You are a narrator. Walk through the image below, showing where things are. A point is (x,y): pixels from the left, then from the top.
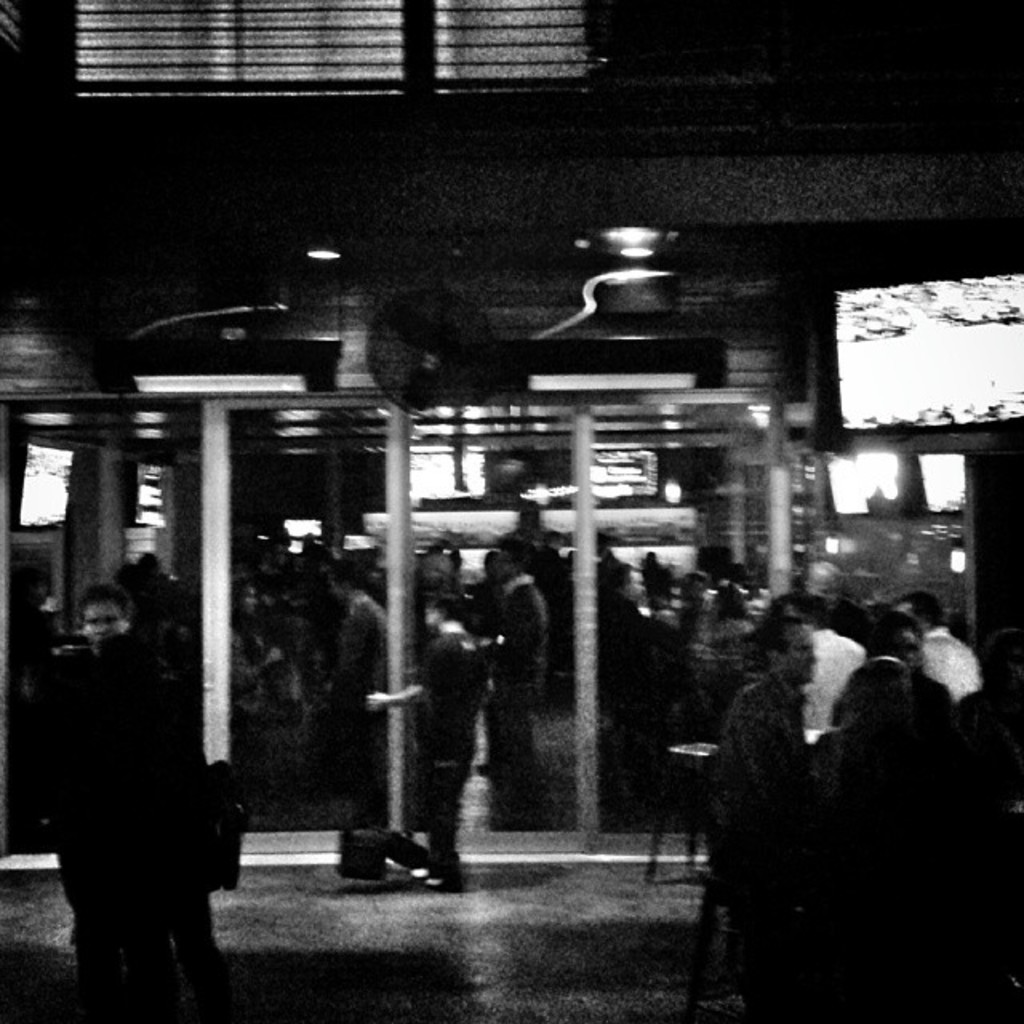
This is a black and white image, seems to be clicked outside. In the center (622,628) we can see the group of people (908,707) seems to be standing on the ground (397,965) and there are some objects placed on the ground (336,975). In the background (829,60) we can see the building (487,163), lights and a window (137,36).
